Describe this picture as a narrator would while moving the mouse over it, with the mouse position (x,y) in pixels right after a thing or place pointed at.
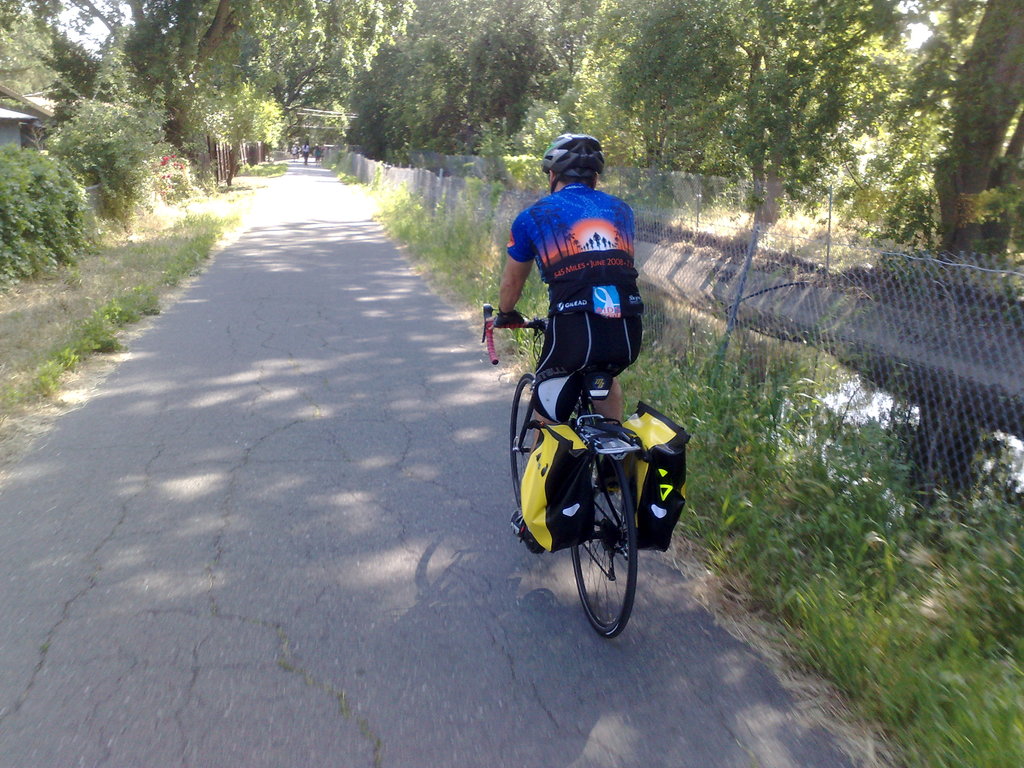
In this picture there is a person (583,248) riding bicycle (610,586) on the road (631,684). On the right side of the image (691,329) there is a fence (671,280). At the back (126,98) there are trees (382,72) and there is a building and there are group people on the road (402,297). At the top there is sky (102,22). At the bottom (331,606) there is a road (200,394) and there is grass (216,223).
